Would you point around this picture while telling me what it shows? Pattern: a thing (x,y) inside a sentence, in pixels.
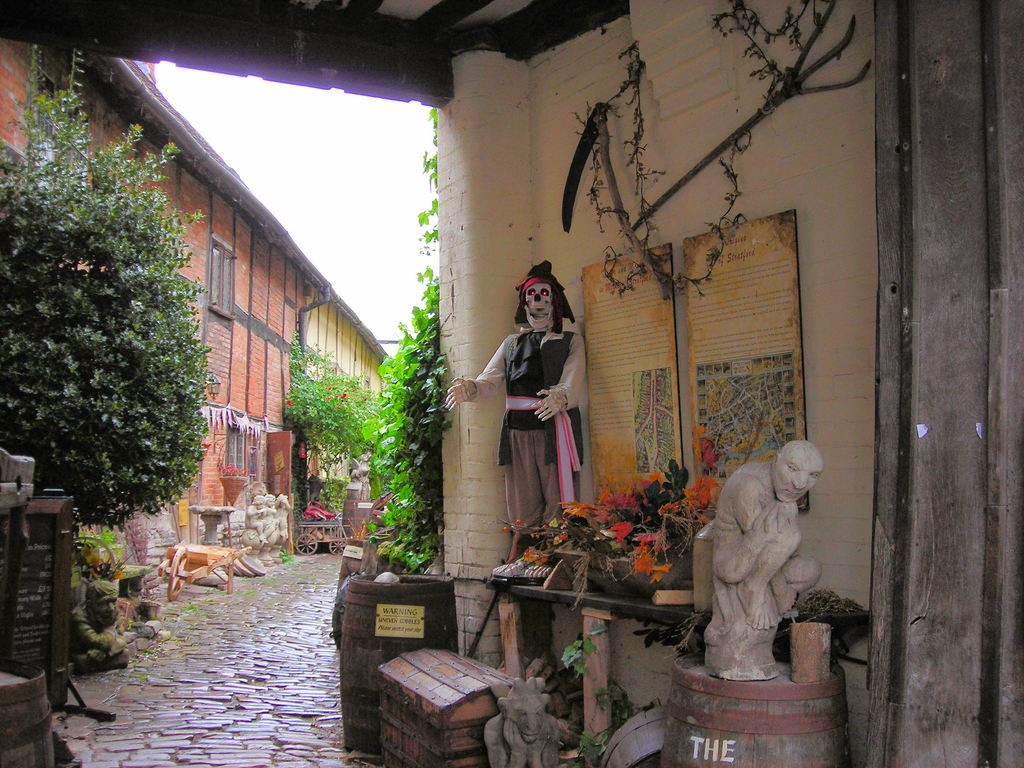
On the left side (187,300) there is a tree (160,395), sculpture (114,656) and a building (204,297). Also there are wooden objects (67,560), sculptures (271,518) and plants (346,457). Near to the building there is a road (270,668). On the right side (816,379) there is a building (826,349). On the wall (583,236) there are frames (662,363). Also there is a platform (602,605). On that there is a skeleton (528,406). Also there are some decorative items (599,529). There is a barrel (724,727). On that there is a sculpture (715,555). Also there is a barrel (363,636) and a box (437,683) near to that. And there are many plants (378,463). In the background (368,213) there is sky (368,213).
